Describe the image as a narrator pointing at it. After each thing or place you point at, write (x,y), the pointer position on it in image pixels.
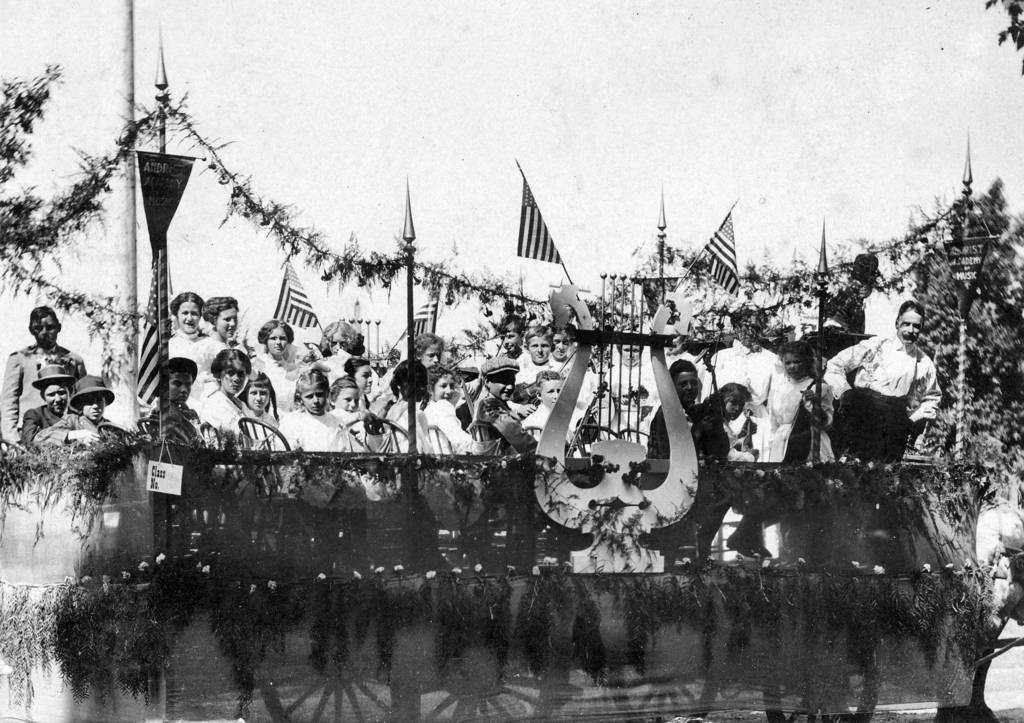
This is a black and white picture. Here we can see group of people (276,344), flags (156,392), and trees (954,384). In the background (782,178) there is sky (671,209).
